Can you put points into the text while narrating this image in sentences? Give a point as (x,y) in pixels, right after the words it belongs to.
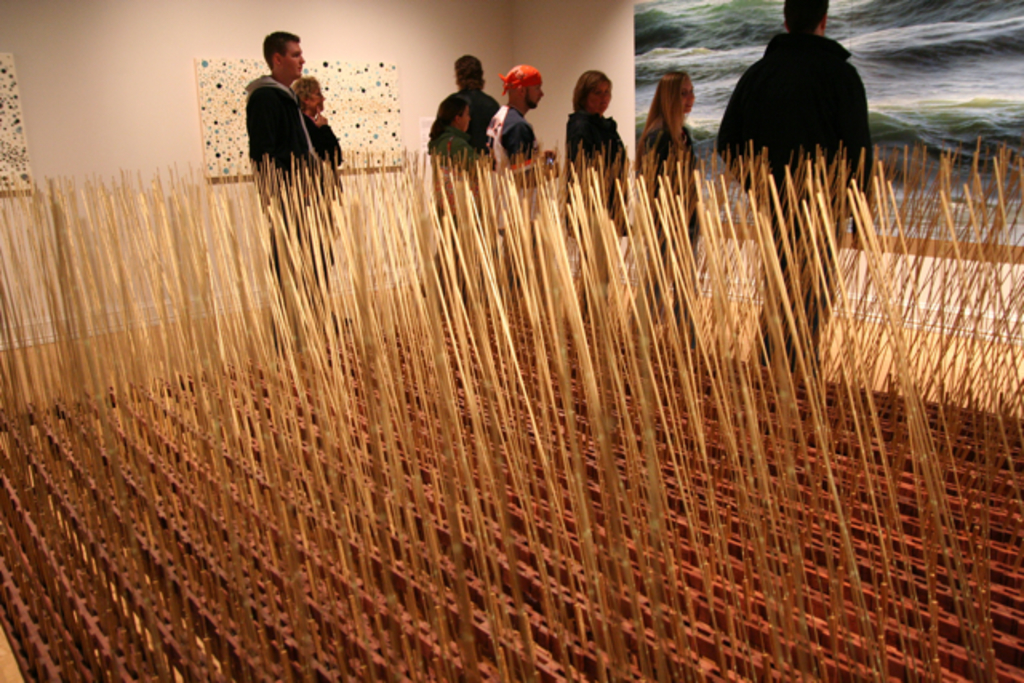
In this image, there are a few people (476,177). We can see some objects (281,482) on the ground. We can also see the wall (121,115). We can see some boards (225,132) with images (212,145).
